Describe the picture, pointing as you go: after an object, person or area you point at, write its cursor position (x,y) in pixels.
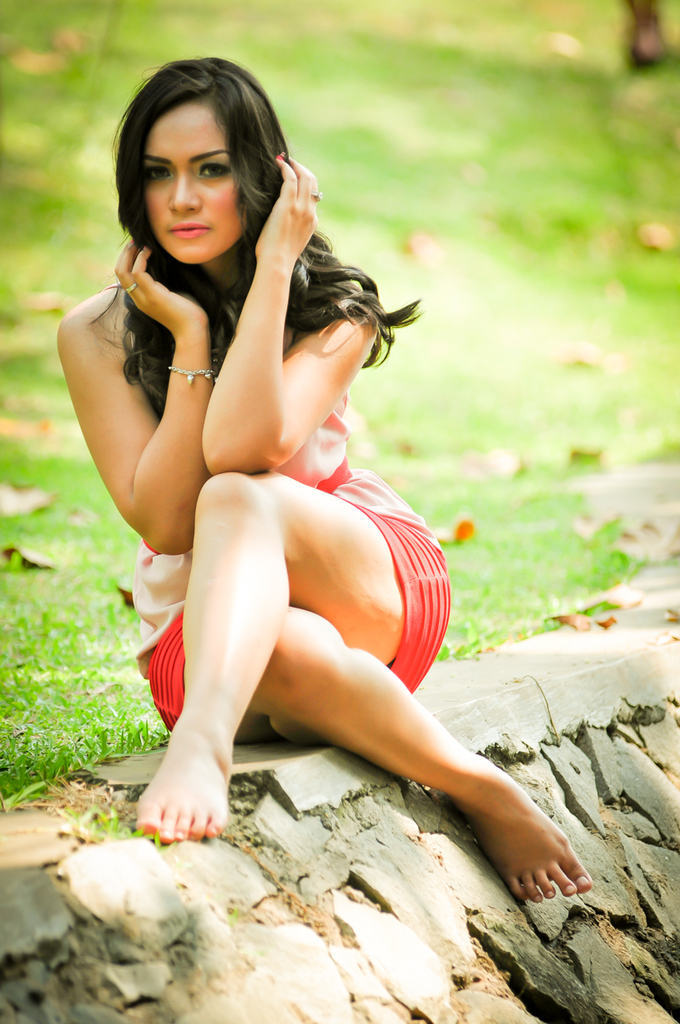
In this image we can see a person (281,638) sitting on a wall (453,699) and grass (118,666) in the background (104,650).
